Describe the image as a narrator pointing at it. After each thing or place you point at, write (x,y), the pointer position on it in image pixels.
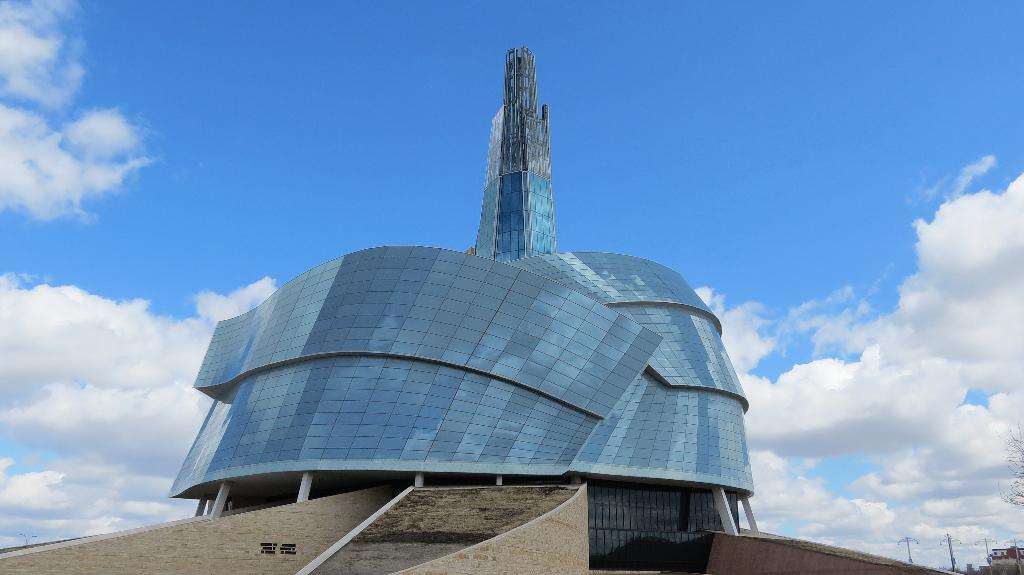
In this image in the front (480,569) there is a wall (490,561) and in the center (477,358) there is a building (460,288) and the sky (858,320) is cloudy. On the right side (992,556) there are poles (953,560), there is an object (1007,561) which is red and white in colour and there are dry branches (1019,465) of a tree (1022,487).
